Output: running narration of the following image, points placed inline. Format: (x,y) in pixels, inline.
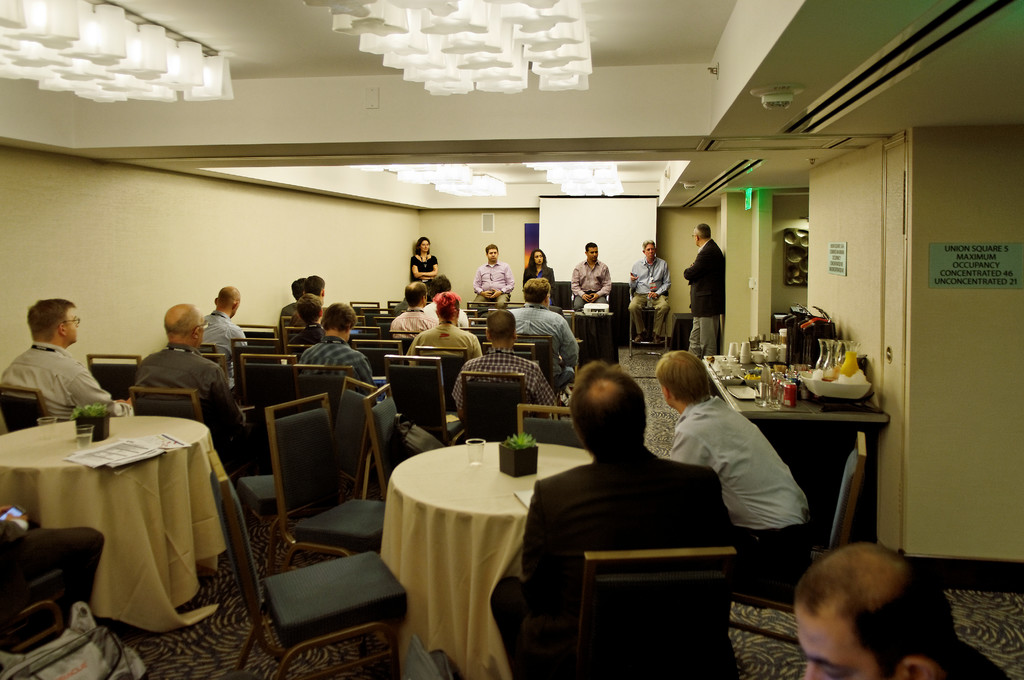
In this image I can see number of people (543,295) are sitting on chairs (435,365), here I can see a man (708,349) is standing. Here on this table (757,409) I can see few cups (767,342) and few glasses (824,351).
